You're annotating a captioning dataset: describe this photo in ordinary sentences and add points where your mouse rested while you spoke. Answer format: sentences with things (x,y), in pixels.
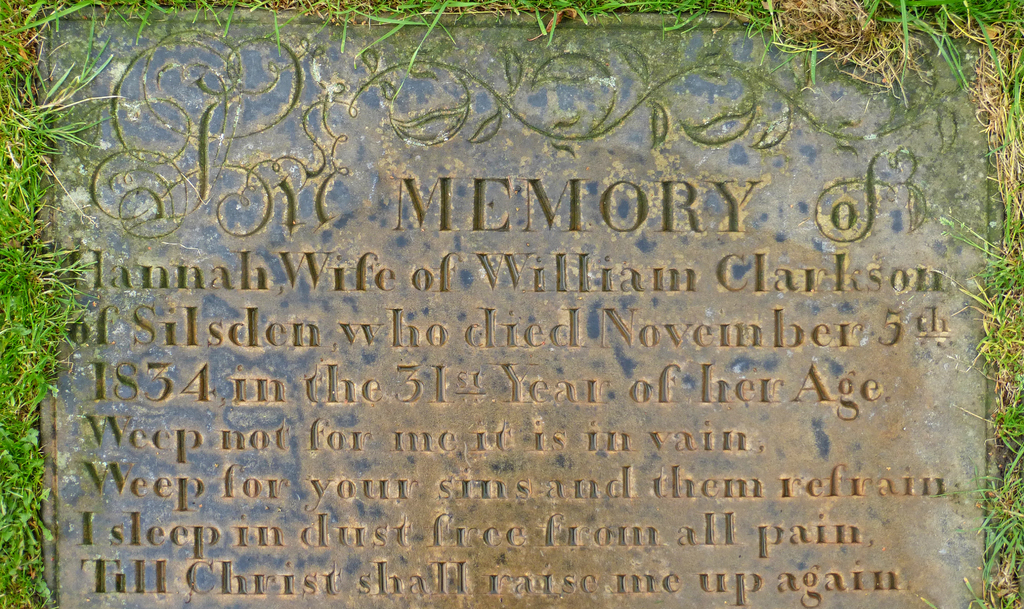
In this image we can see gravestone (414,282).
